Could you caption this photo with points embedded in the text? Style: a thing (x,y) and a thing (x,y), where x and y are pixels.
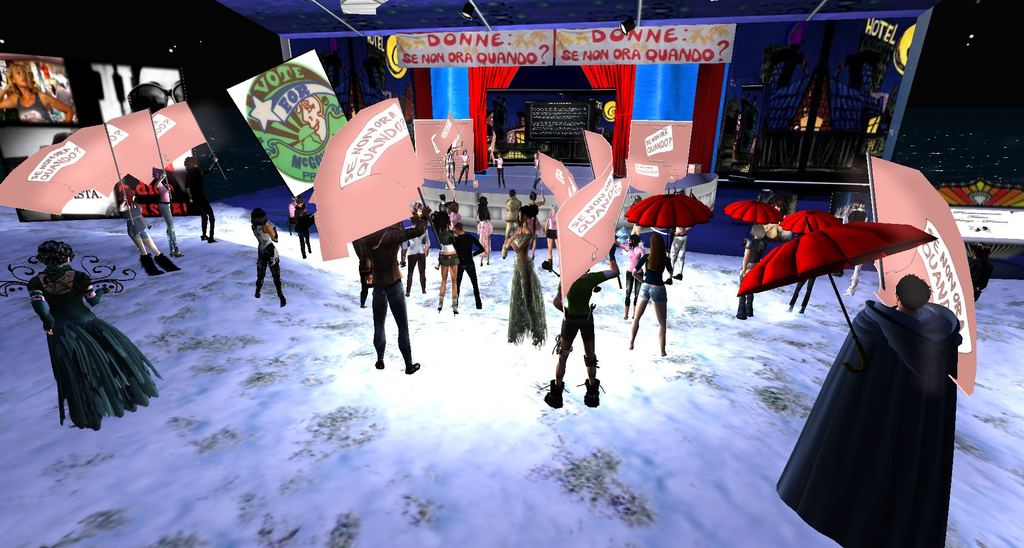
This image is an animated image. At the bottom of the image (612,473) there is a ground (184,480) with snow (170,418) on it. In the background (511,180) there is a dais (501,197) with curtains (615,153) and boards (408,58) with text (657,140) on them. A few people (499,174) are standing on the dais (523,177). On the left side of the image (137,97) there are two screens (43,81). In the middle of the image (537,217) many people (943,351) are standing on the ground (660,516) and holding umbrellas (849,240) and flags (65,150) with text (65,150) on them.
